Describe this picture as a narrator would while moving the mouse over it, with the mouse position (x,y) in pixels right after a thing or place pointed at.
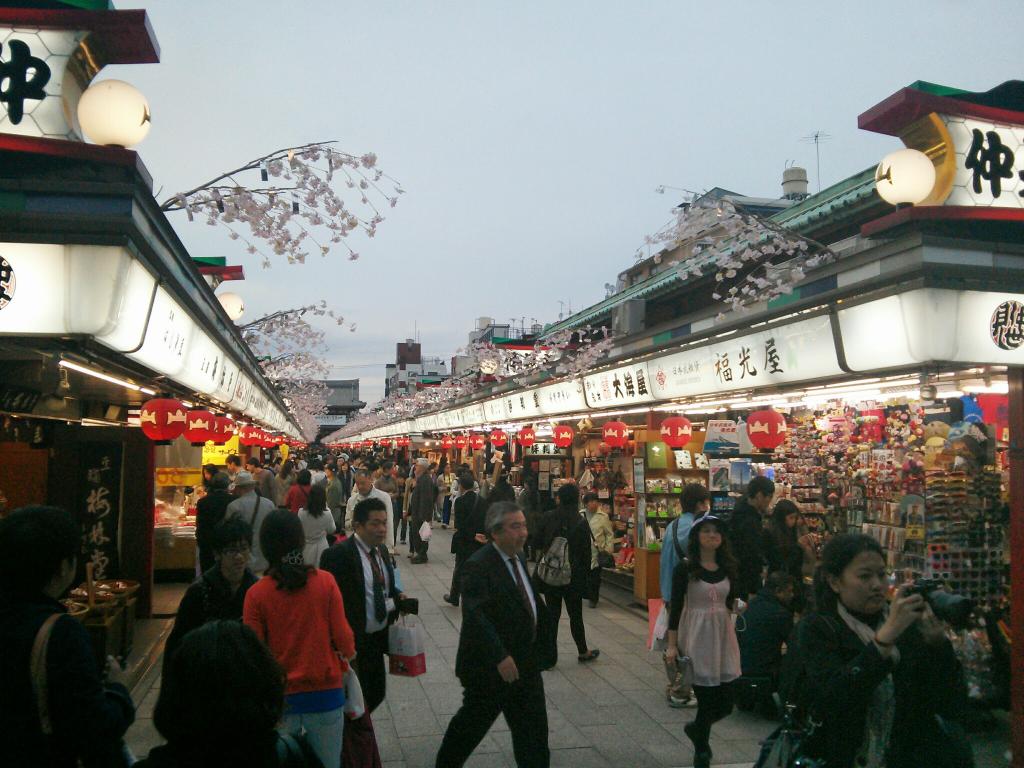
This image is clicked outside. There are stores (703,460) in the middle (629,393). There are so many people (510,588) walking in the middle (498,457). There are flowers (690,262) in the middle (571,334). They are in white color. There is sky (518,165) at the top (748,84). There are lights (117,127) in the middle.
